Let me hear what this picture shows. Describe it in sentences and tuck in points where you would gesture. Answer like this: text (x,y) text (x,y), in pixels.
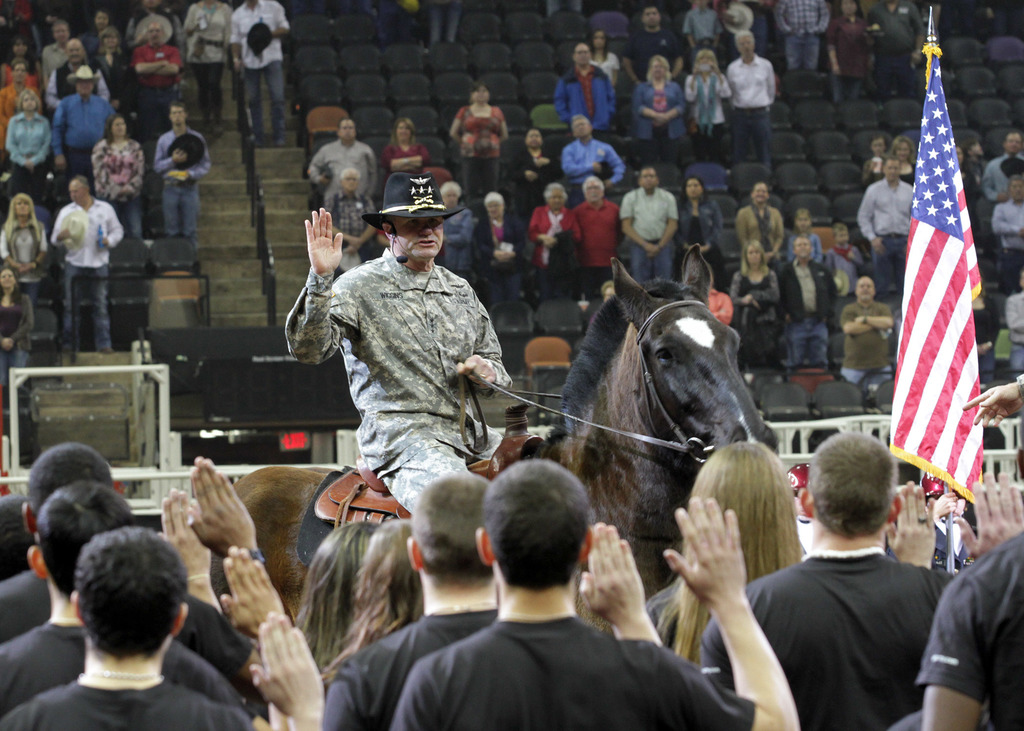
In this picture we can see all the audience (894,175) standing on a stairs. Here few persons (621,581) standing raising their hands (712,596). This is a flag (943,325). Here we can see one man (430,230) wearing a black hat (441,215) sitting on a horse (641,430) which is black in colour.
